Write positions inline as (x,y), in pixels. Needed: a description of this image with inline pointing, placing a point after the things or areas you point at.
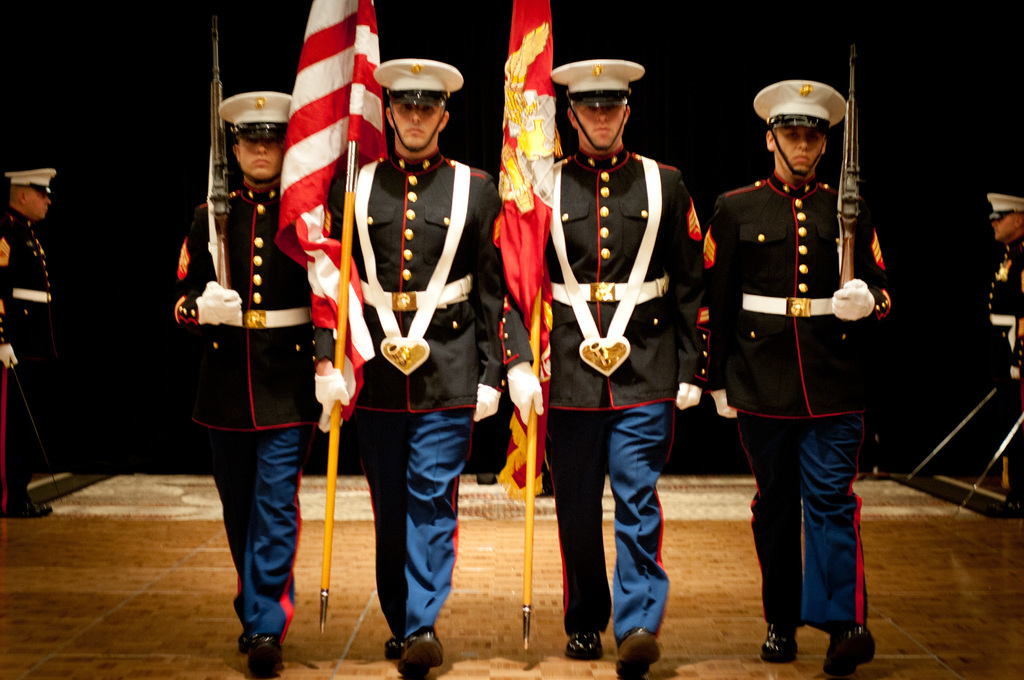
In this image I can see in the middle (433,312) four men (649,303) are walking, they are wearing the dresses (604,335), caps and also holding the flags (534,271) and weapons (851,231). I can see two men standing on either side of this image and holding the swords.
